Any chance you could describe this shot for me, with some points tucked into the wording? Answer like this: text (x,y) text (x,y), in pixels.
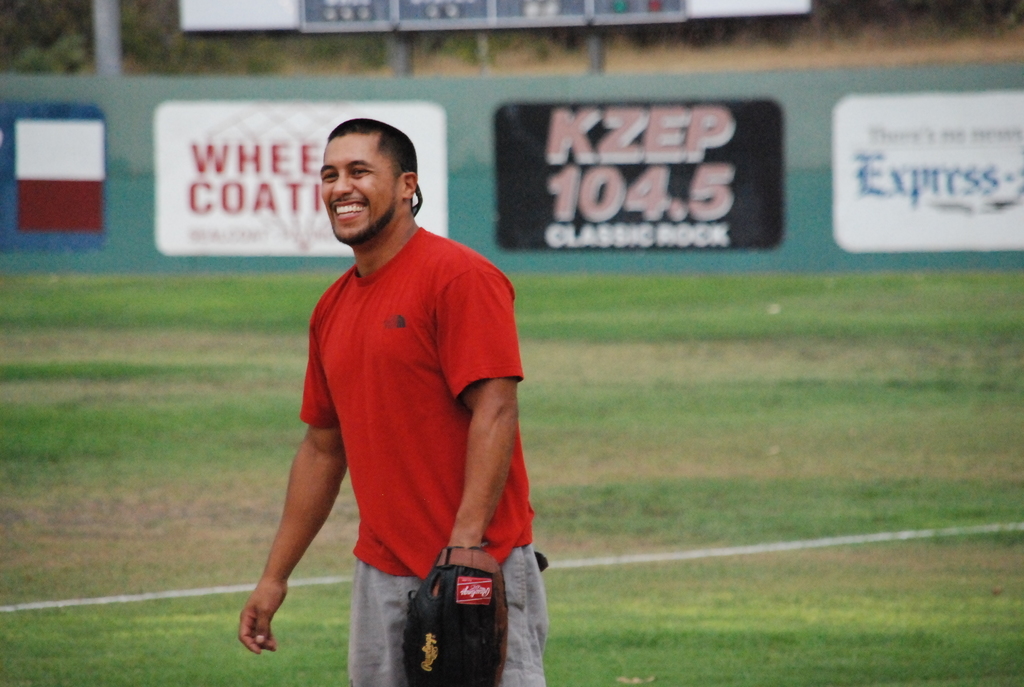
In this picture we can see a man (372,639) wearing a glove (436,683) and standing on the ground (595,408) and smiling and in the background (77,204) we can see an advertisement board (278,158).
